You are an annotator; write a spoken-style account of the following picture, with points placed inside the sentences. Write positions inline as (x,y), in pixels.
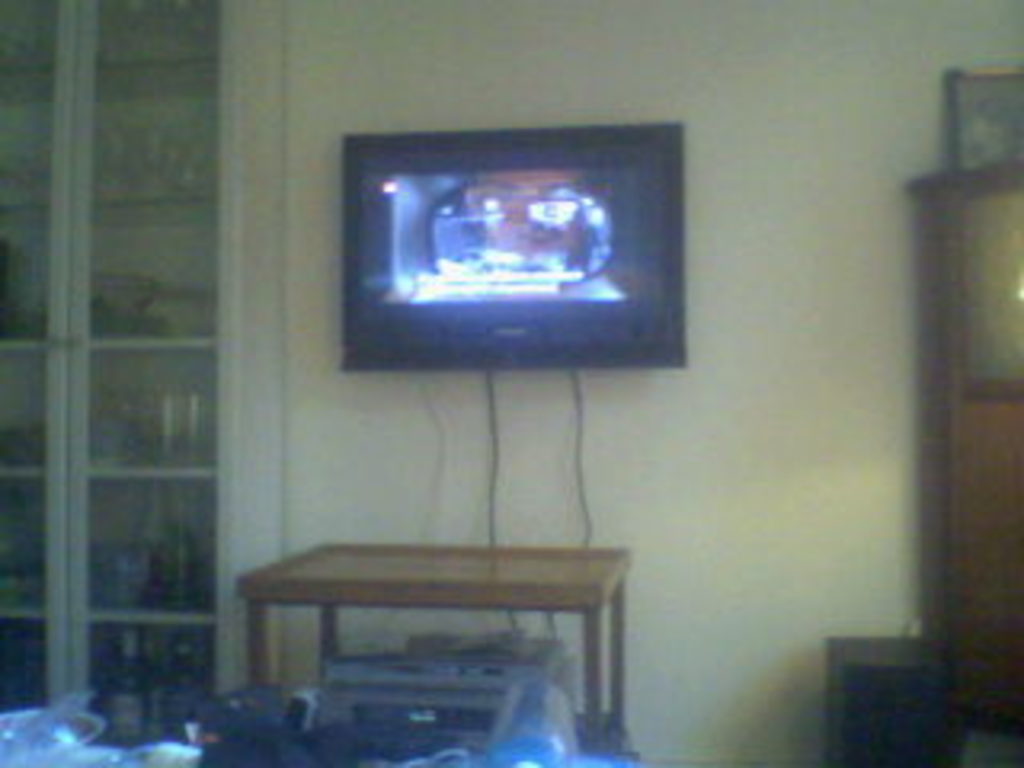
In the image in the center (583,360), we can see one monitor (455,344), table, stool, cupboard (966,490) and a few other objects (460,633). In the background (660,79) there is a wall (730,80), photo frame (967,155), shelf (989,189) etc.
